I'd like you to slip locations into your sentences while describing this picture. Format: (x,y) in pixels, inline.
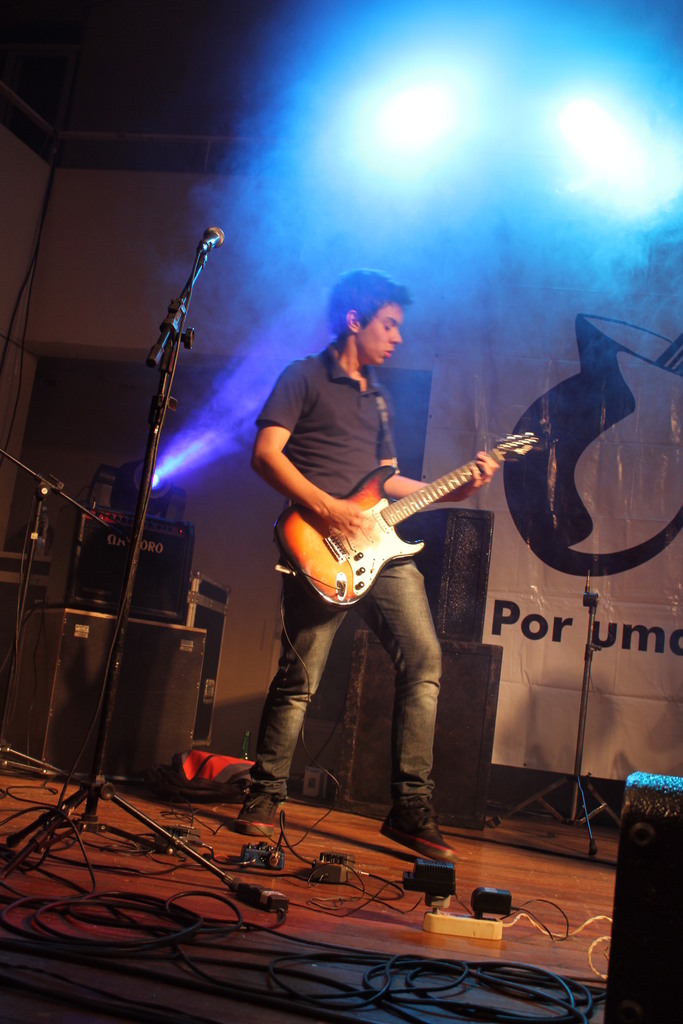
Here we see a man (415,639) playing a guitar (277,530) on the stage (502,880) and we see a microphone (208,245).
